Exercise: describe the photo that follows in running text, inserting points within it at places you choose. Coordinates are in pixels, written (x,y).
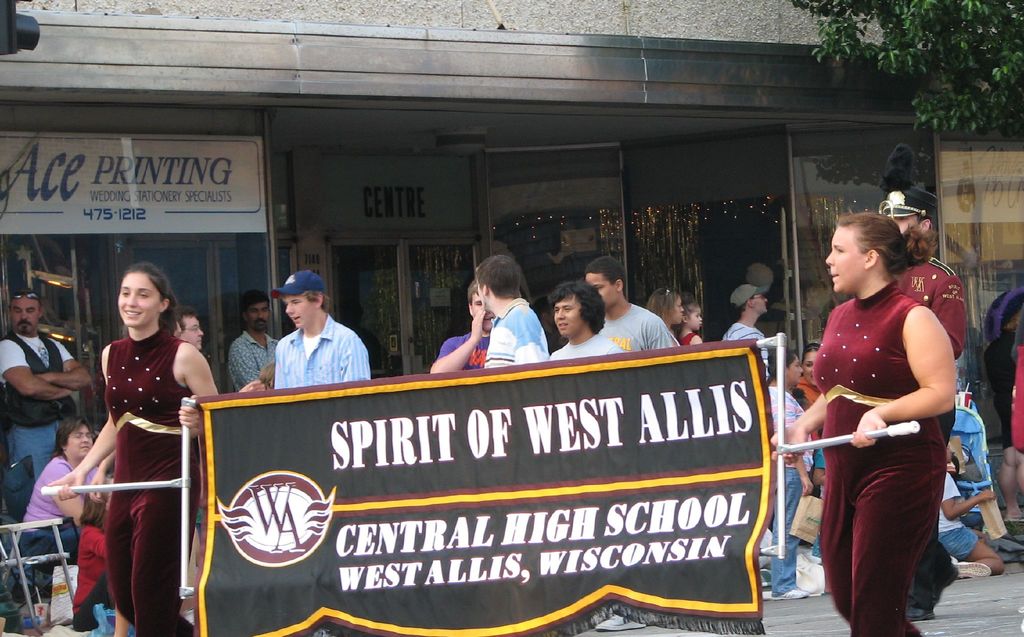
In the foreground of this image (258,436), there are two women (869,504) walking and holding banner (768,449), rod (781,454) in their hands (861,443). In the background (742,307), there are persons (652,330) sitting and standing and there is also a glass wall (147,243) and the door (460,246) of a building (610,52). There is a tree (947,36) on the right top corner (964,86).
